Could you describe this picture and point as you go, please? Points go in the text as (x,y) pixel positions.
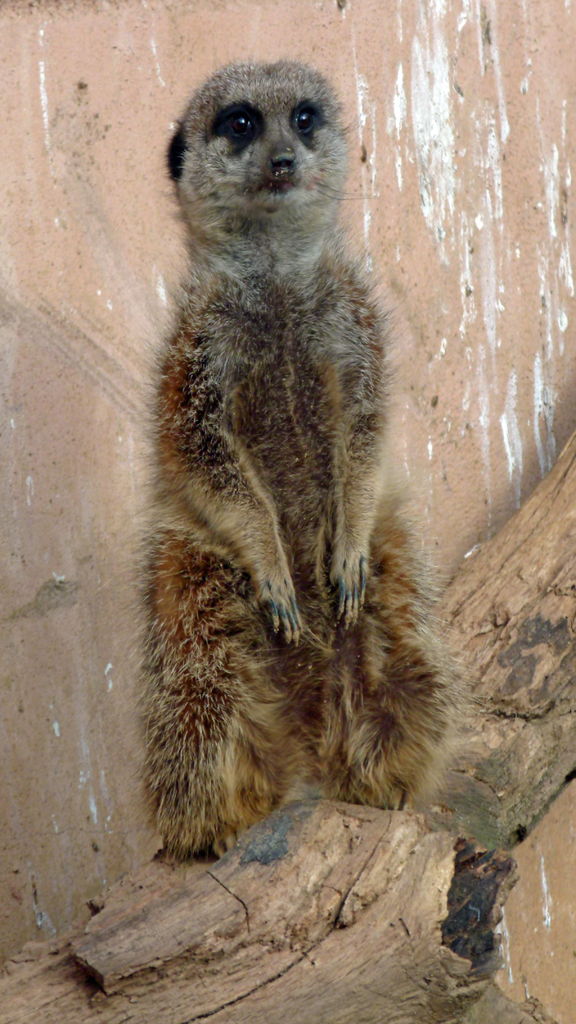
This picture contains an animal (212,402) which is in brown color is standing on the wood (389,881). Behind that, we see a wall (445,260) in pink color. This picture is clicked in the zoo (257,909).
